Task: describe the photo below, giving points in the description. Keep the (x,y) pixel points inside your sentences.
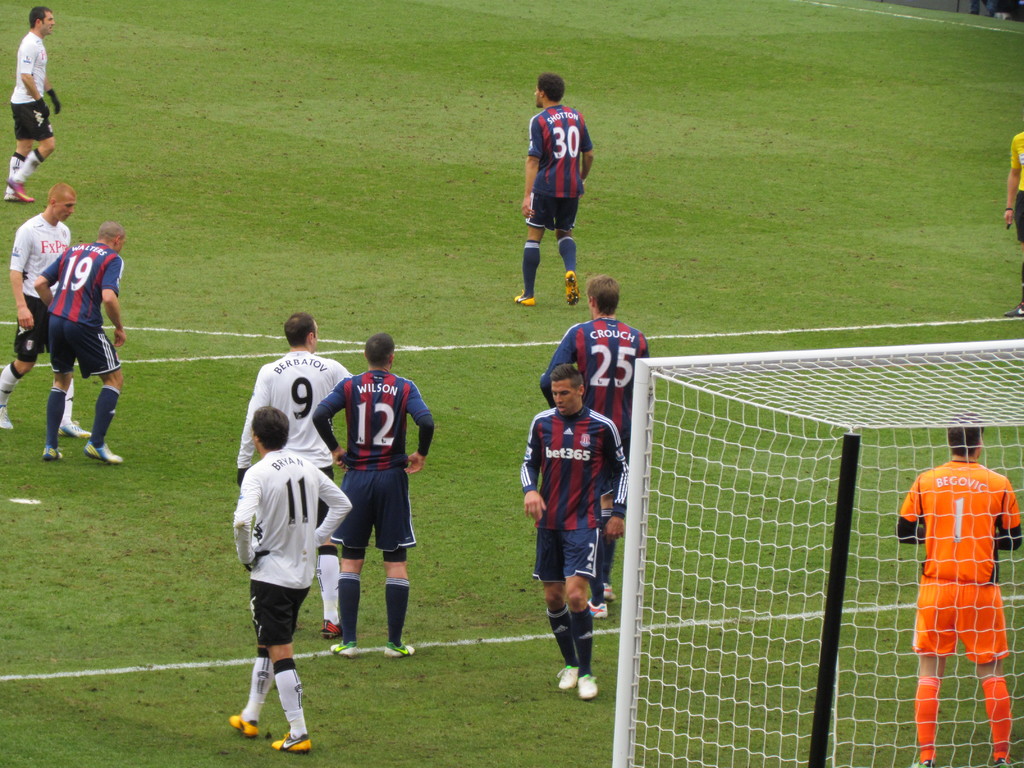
This picture describes about group of people (301,414), few are standing and few are walking on the grass (372,252), and also we can see few metal rods (635,481) and a net (729,558).
